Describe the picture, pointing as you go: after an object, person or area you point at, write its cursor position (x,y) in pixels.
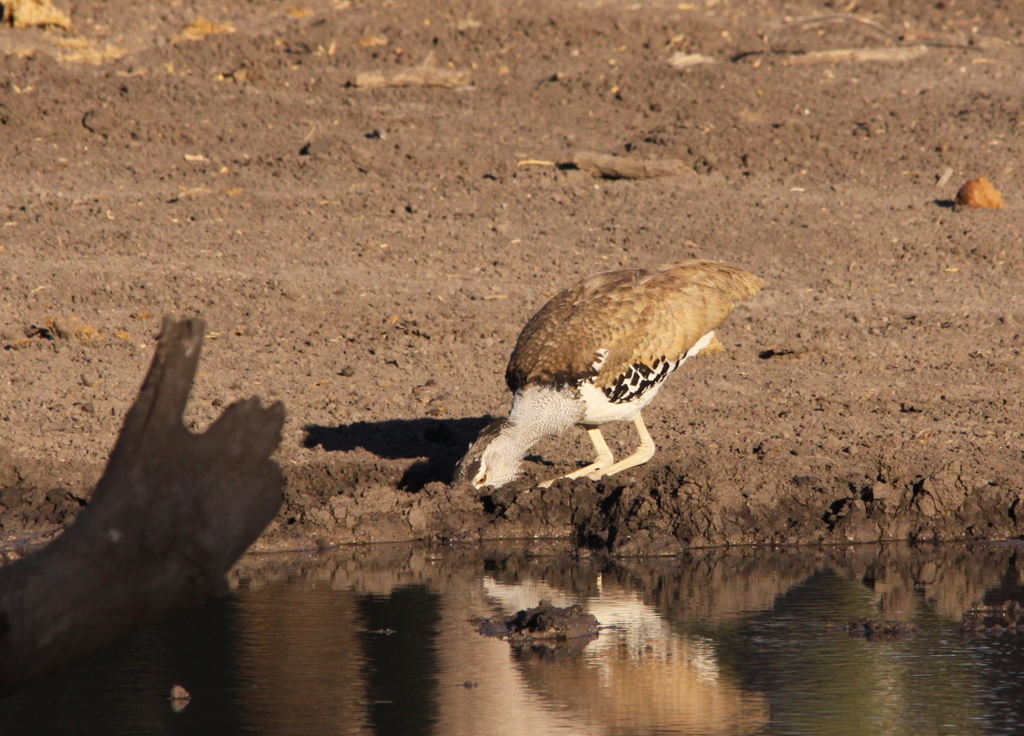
In the center of the image (595,391) there is a bird (595,391). At the bottom (541,684) there is water (676,702). On the left (209,487) there is a branch (123,595).
